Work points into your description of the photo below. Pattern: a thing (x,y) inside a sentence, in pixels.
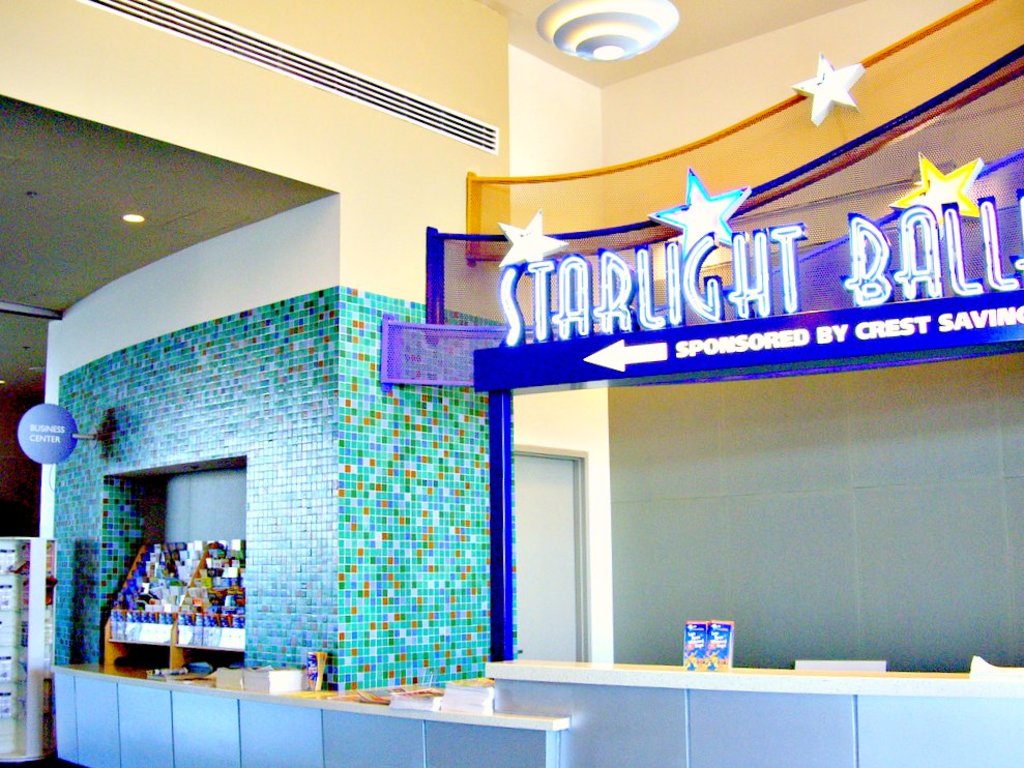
Here in this picture we can see a counter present and at the top of it we can see hoarding (1006,323), which is fully shining with lights (989,228) over there and at the top (578,36) we can see lights (576,56) present and in the middle (542,472) we can see a door (520,505) present and beside that in the racks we can see something's (187,561) present all over there.
